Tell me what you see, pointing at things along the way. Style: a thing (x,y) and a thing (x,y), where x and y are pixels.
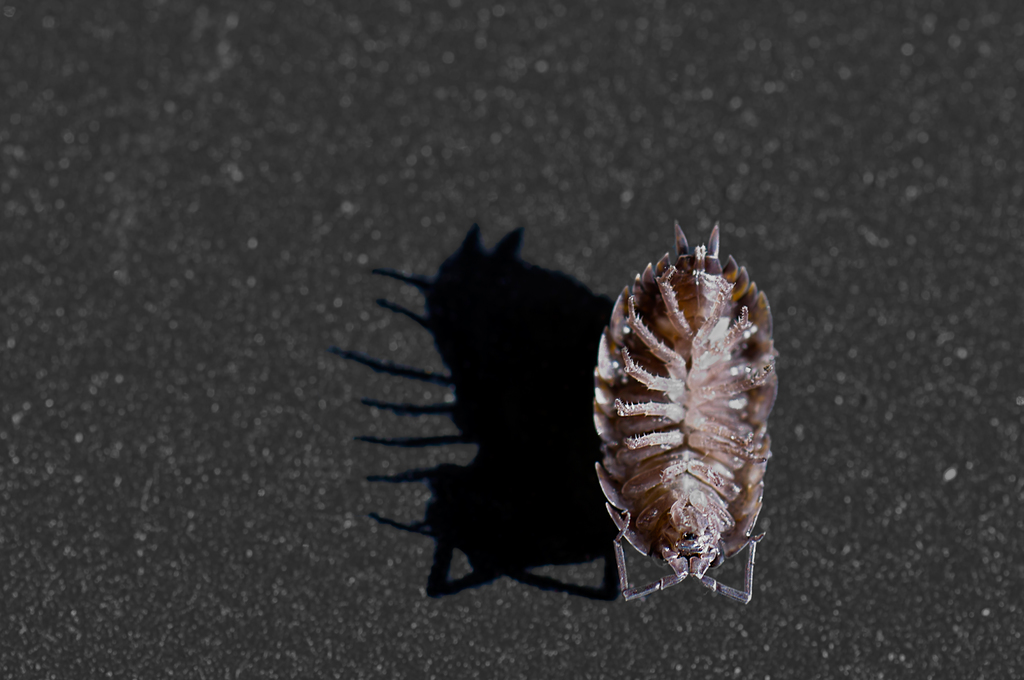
In this picture we can observe an insect (658,375) and its shadow (470,378) on the road (266,429). This insect (632,433) is in cream color.
